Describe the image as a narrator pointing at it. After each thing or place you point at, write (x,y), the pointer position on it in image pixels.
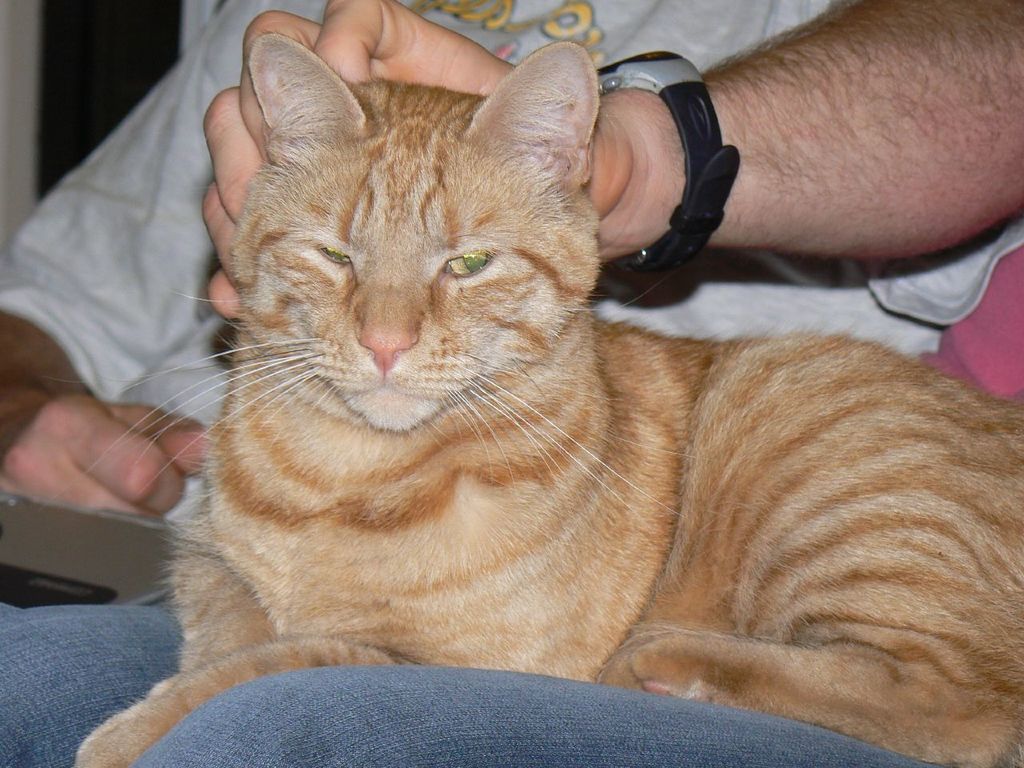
In this image in the center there is one person (231,161) who is sitting and he is holding a cat (544,380), and he is wearing a white t shirt (557,7).
